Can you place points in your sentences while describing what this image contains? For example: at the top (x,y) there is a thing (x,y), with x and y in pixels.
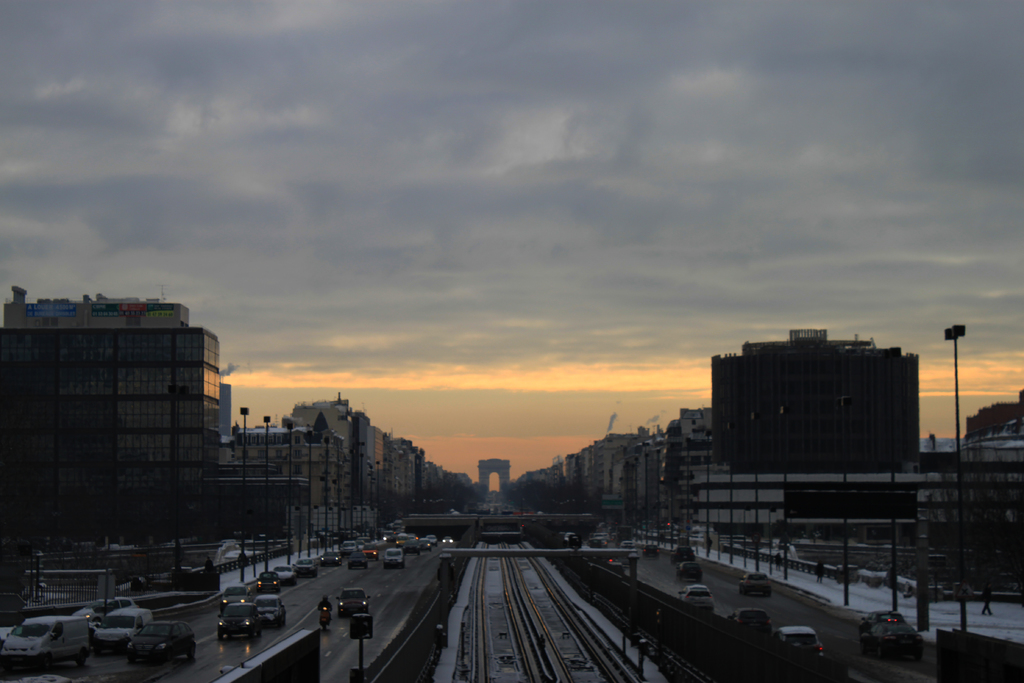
In this image we can see many buildings (715,443) and vehicles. There are few people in the image. There is a snow (1001,615) in the image. There is a fence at the left side of the image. There is a cloudy sky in the image. There are many street lights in the image. There are railway tracks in the image.
